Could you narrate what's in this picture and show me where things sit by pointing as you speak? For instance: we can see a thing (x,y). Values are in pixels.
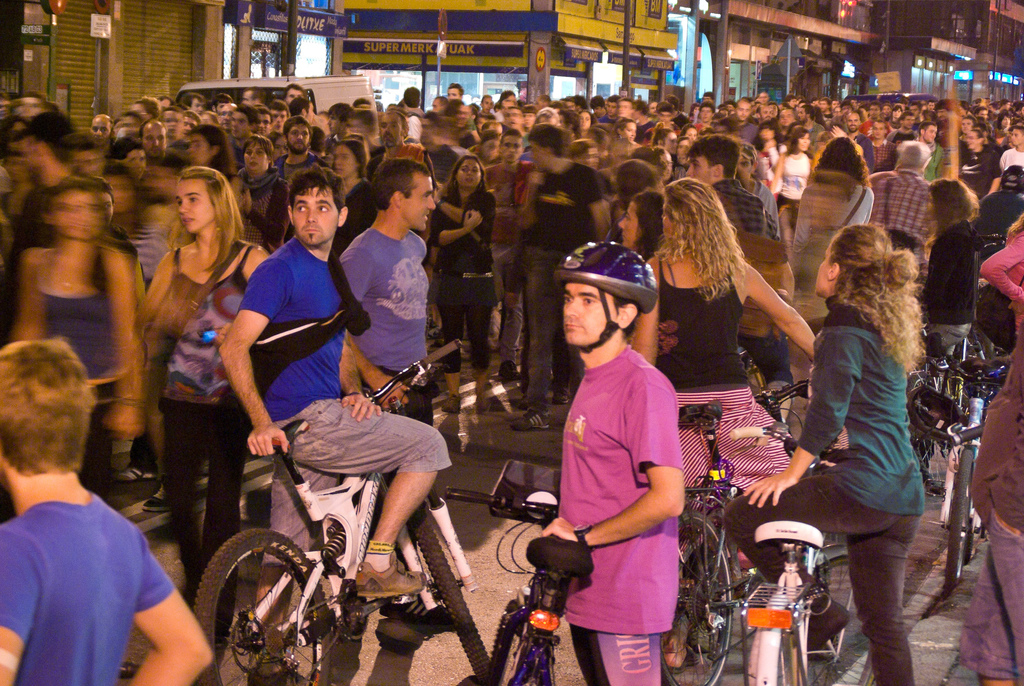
This is the picture where we have a group of people (326,221) standing on the road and among them some are on the bicycles (340,489).
